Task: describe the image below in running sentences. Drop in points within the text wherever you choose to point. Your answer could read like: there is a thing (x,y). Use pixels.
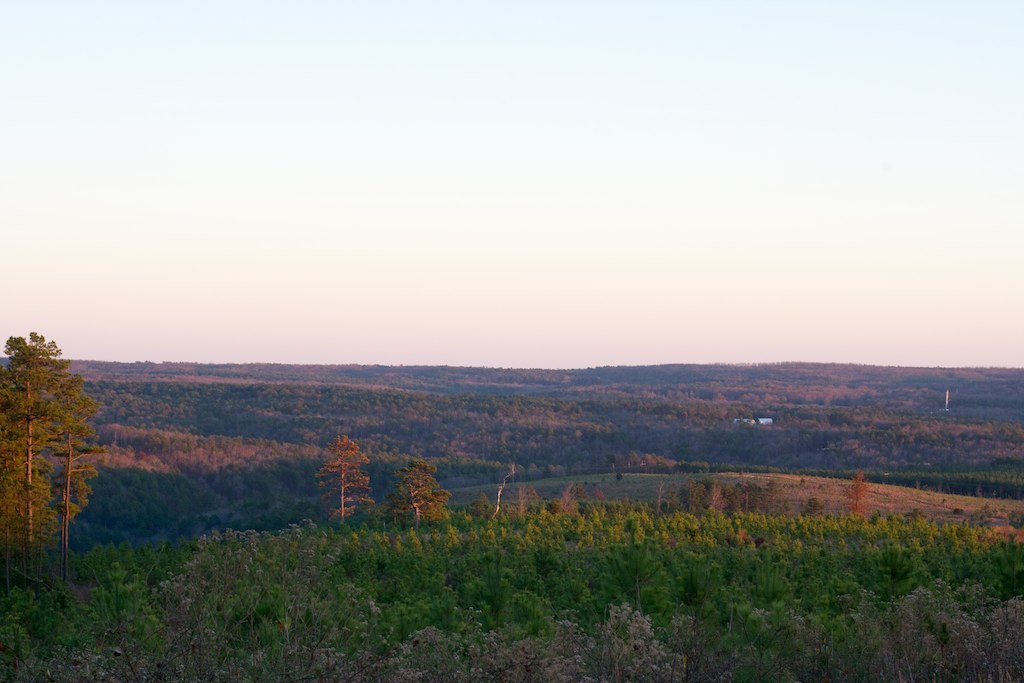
At the bottom of the image (466,591), we can see so many trees (615,593) and plants (521,614). Background (395,250) we can see the sky (438,232).
